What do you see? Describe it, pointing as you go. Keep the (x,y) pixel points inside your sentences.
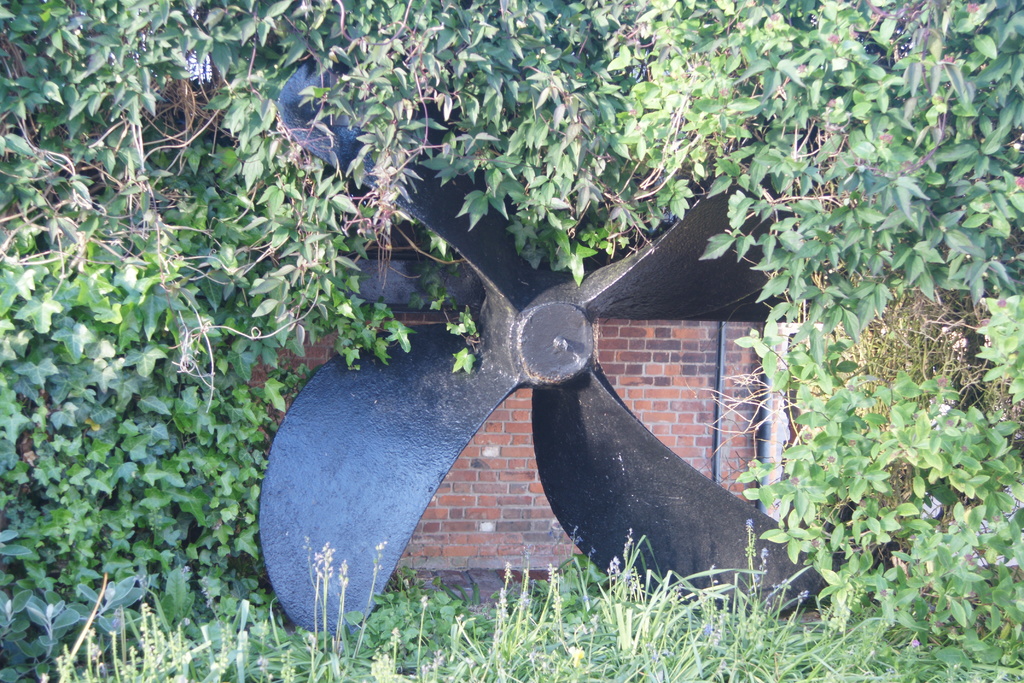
In the image we can see propeller (372,456), brick wall (530,447), grass (632,625) and leaves (87,323).
